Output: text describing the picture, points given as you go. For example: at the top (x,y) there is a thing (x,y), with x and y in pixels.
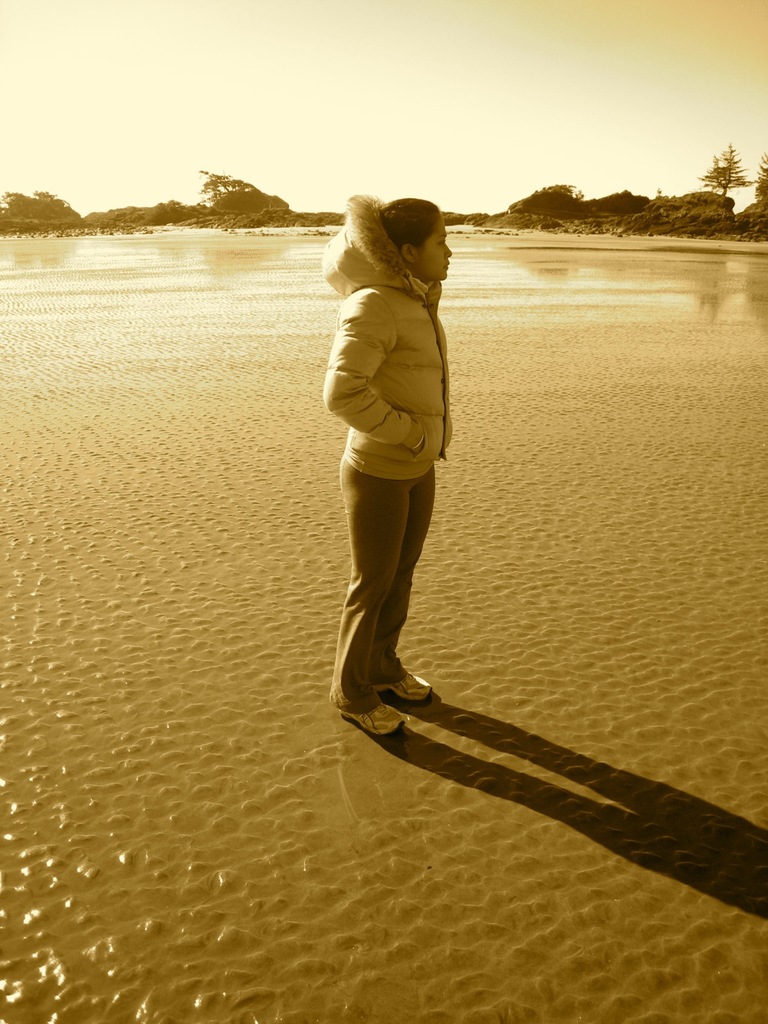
In this image there is a person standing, and there is water (713,295), trees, and in the background (578,173) there is sky (304,184).
